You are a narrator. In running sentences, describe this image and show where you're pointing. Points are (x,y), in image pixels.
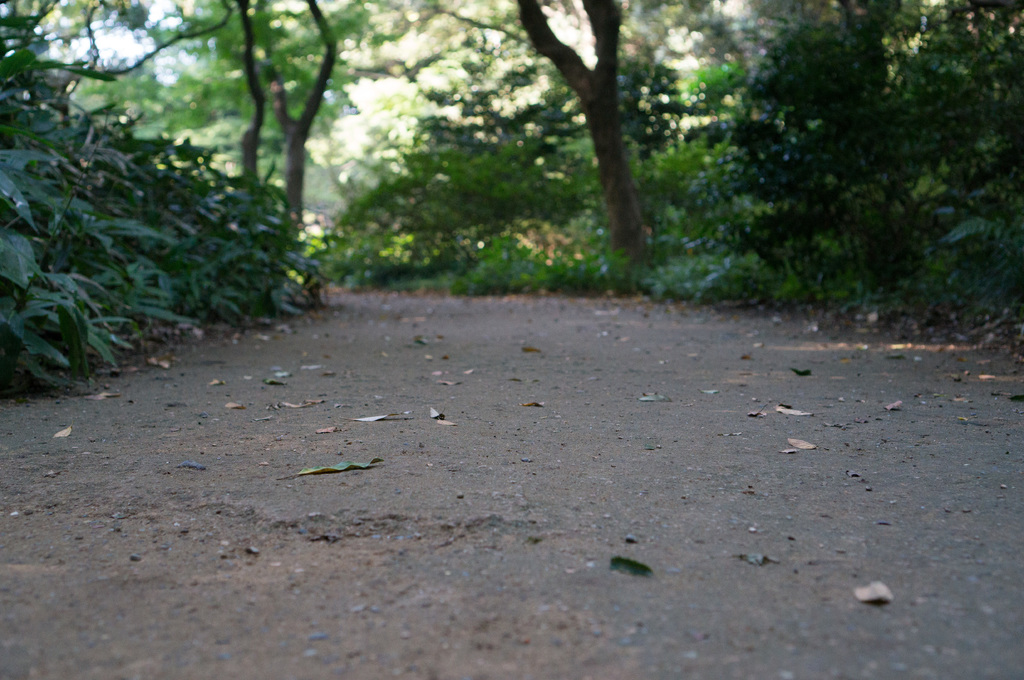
In the foreground (198,374) we can see dry leaves (800,413) and path (173,487). In the middle of the picture (511,313) we can see plants (571,230) and path (508,295). In the background (481,133) there are trees (308,72) and sky (65,50).
